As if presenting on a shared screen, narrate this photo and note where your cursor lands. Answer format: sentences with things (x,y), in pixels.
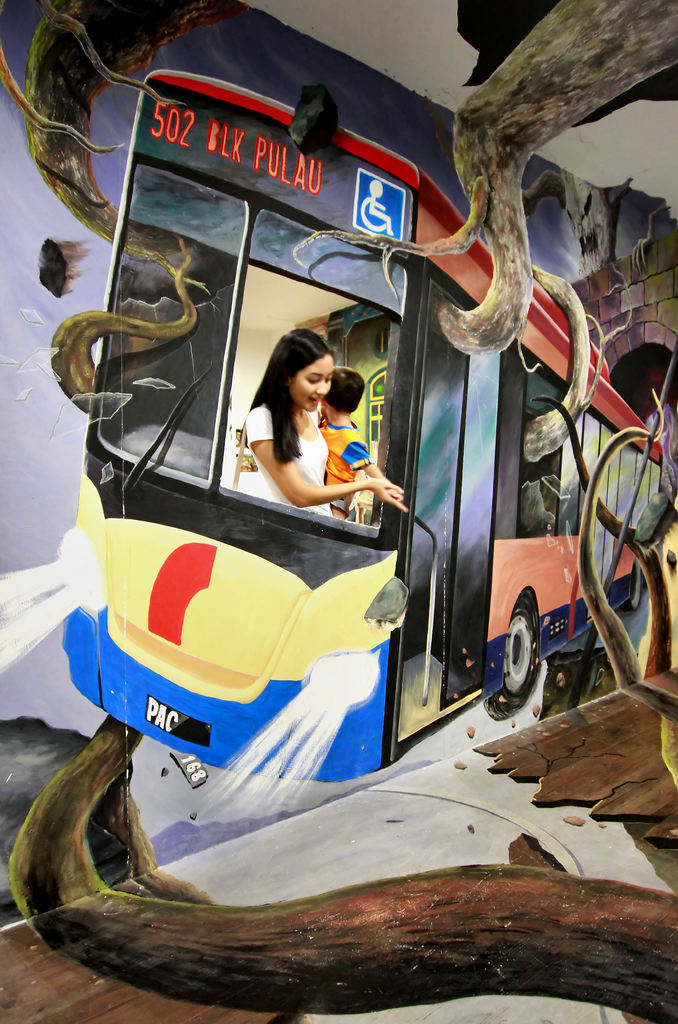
In this picture we can see art design (365,562) on the wall (378,549). In the front (422,415) we can see the bus painting art (300,578) on the wall (11,542) and a woman (311,428) with a small boy (338,459) standing at the bus window (323,519).
